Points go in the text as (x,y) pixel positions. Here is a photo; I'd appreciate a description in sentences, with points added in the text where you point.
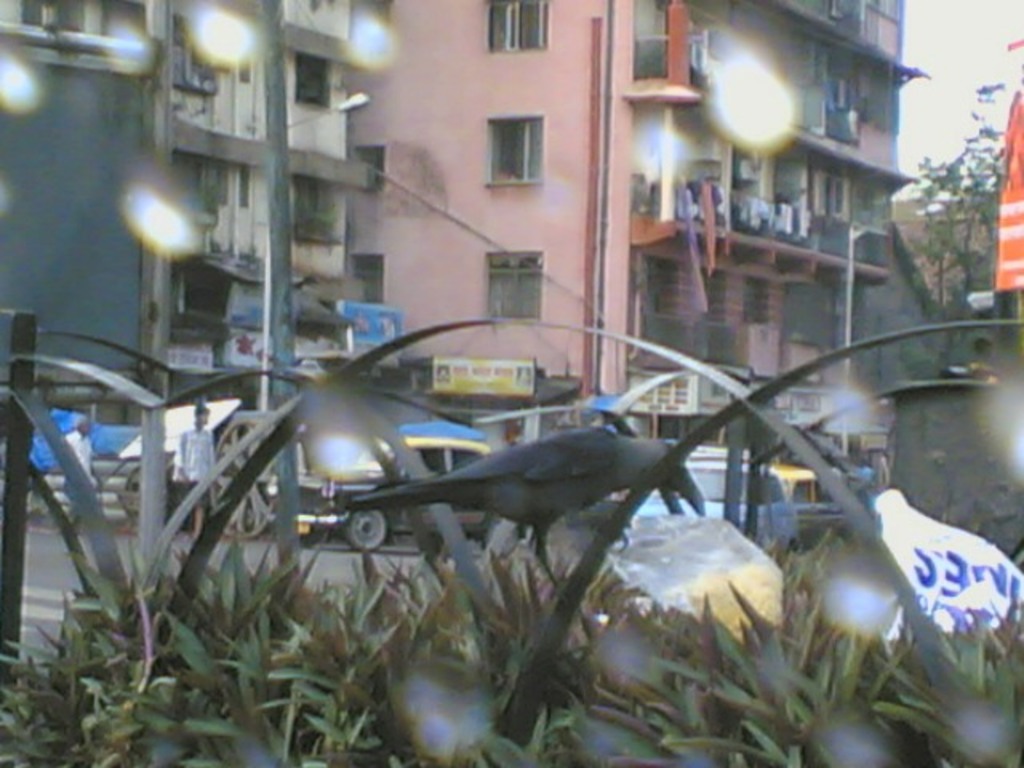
Here we can see railing (521,678), planter (380,668), bird (629,479) and things (668,546). Background (353,202) we can see buildings (620,56), light poles (364,96), hoarding (245,334) and vehicles (341,489). Vehicles (645,514) are on the road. Beside these vehicles (658,504) we can see people (199,452). Far there is a tree (959,230). To these building (503,142) there are windows (517,280).
